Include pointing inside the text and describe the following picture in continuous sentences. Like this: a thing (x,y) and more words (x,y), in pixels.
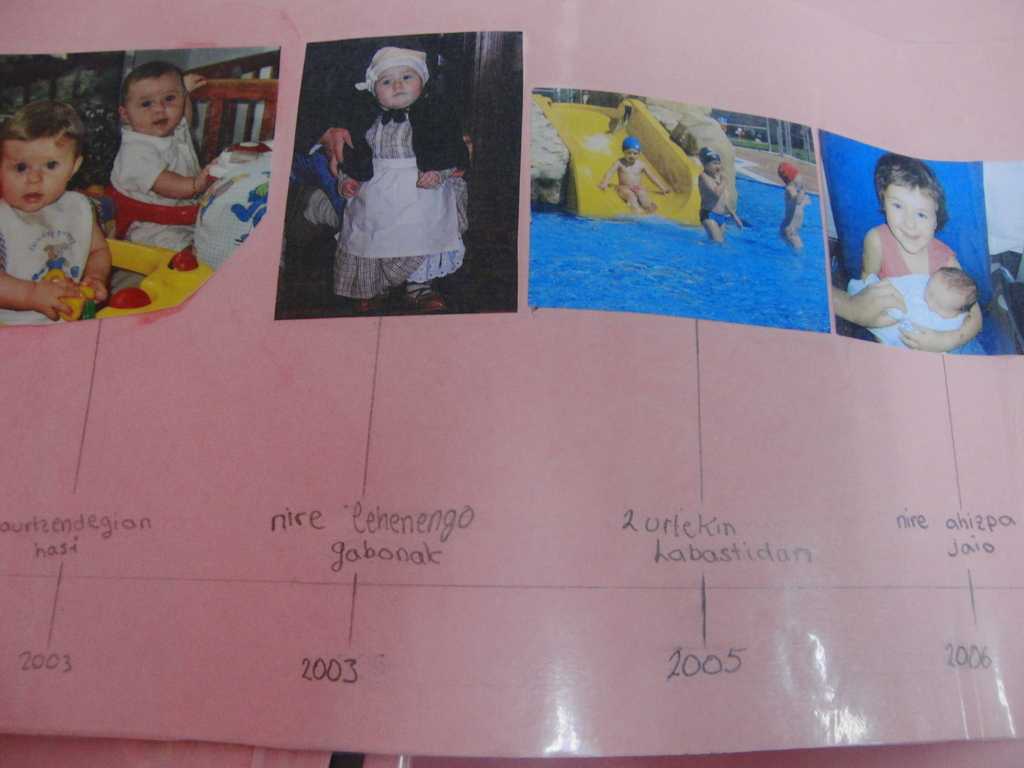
In this image in the front (437,485) there is a poster (492,457) and on the poster (210,516) there are some text (422,534) and there are images (587,272).
